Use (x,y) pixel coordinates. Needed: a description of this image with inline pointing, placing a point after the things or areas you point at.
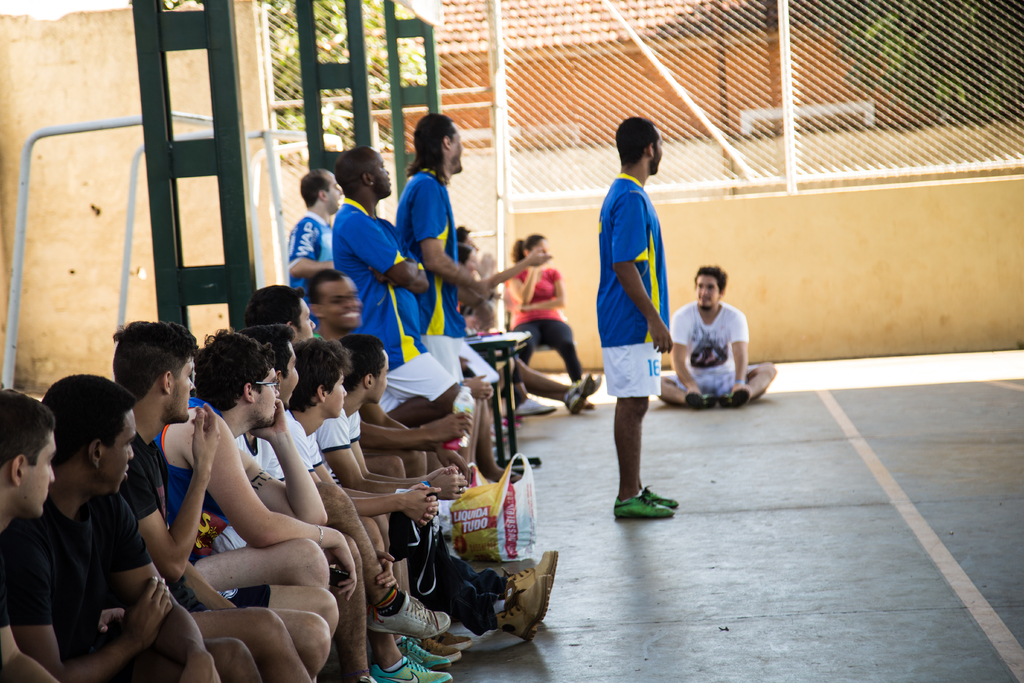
In this image there are group of persons (369,419) sitting and standing. In the background (660,106) there is a fence (790,118) and behind the fence (849,133) there is a tree (896,51) and there is a house (567,79). On the left side (319,126) there are poles (356,107) which are green and white in colour.
